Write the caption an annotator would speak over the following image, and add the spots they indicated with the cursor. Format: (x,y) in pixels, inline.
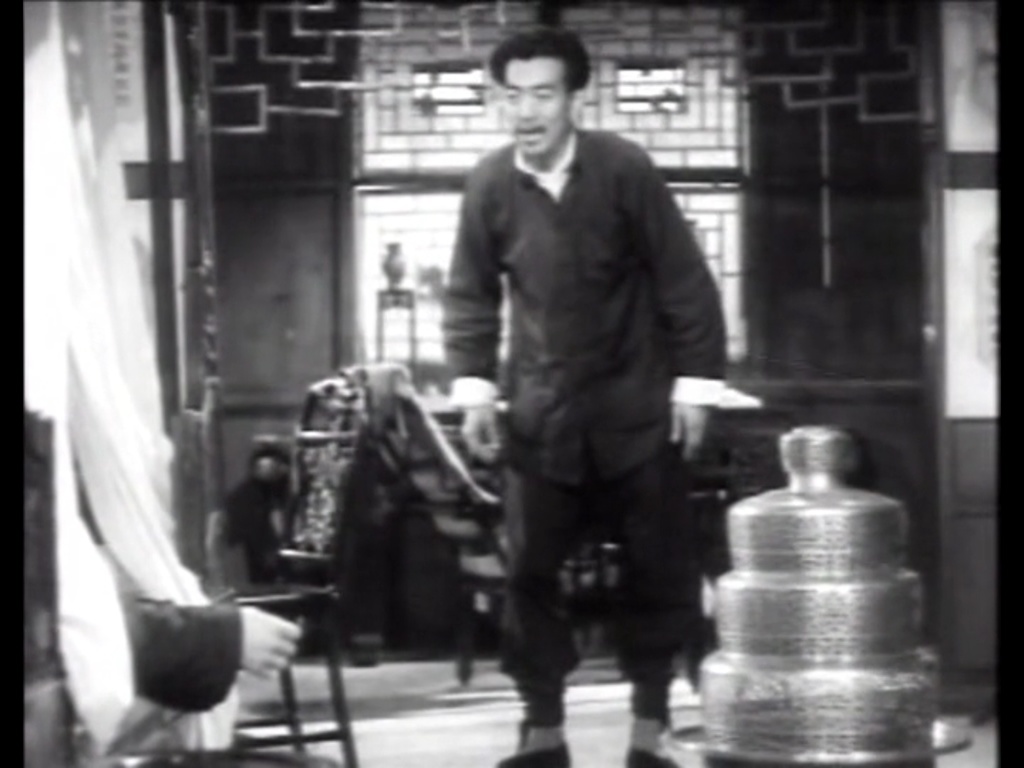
This is a black and white pic. We can see a man (644,497) is standing on the floor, chairs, curtains (120,651), windows (451,200), metal objects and a person's hand (142,656) on the left side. In the background (251,501) the image is not clear but we can see a person (251,515) and on the right side (795,588) there is an object (763,646).
